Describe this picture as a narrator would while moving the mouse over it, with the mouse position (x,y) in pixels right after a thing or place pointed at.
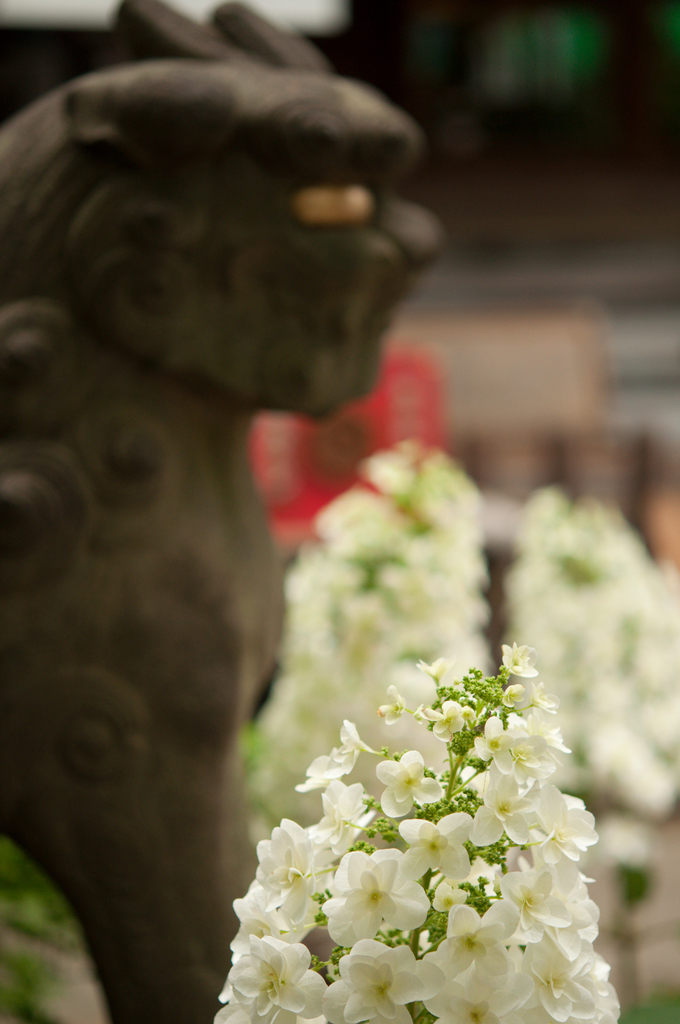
In this image I can see flowers (416,884) in white color. Background (56,784) I can see a statue (146,444) in brown color.
